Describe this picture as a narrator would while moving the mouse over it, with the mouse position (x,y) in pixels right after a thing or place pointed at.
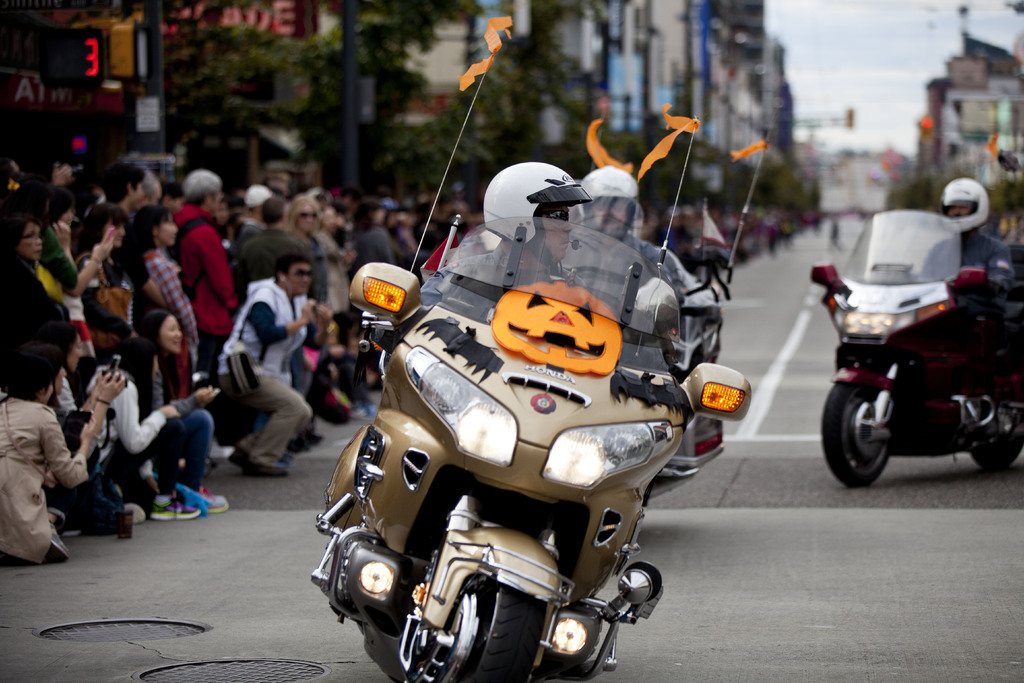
In this image there are three bikes (404,407) rided by the persons (523,258) on the road (814,407). Group of people (57,231) are at the left side of the image (97,248). At the background (851,169) there are few trees (1022,200) and buildings (1017,130) and at top of the image (889,111) there is a sky (911,89).
